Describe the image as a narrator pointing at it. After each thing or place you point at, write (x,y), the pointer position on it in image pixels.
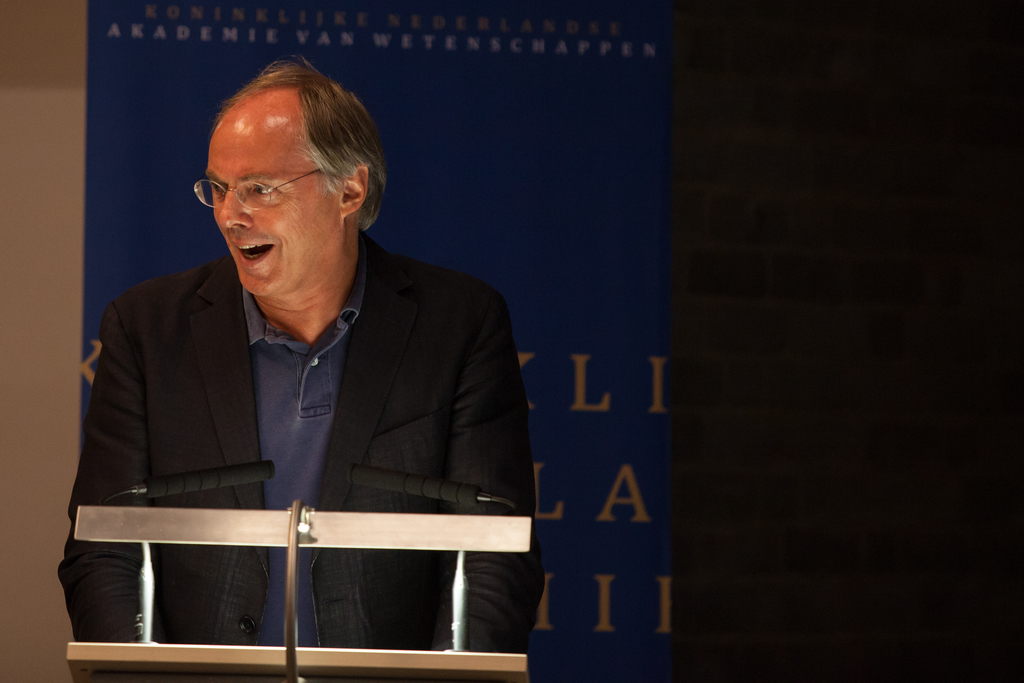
In this picture I can see there is a man (171,295) standing and is wearing spectacles (206,198) and is looking on the left side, there are microphones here and in the background (584,166) there is a banner (532,232).
